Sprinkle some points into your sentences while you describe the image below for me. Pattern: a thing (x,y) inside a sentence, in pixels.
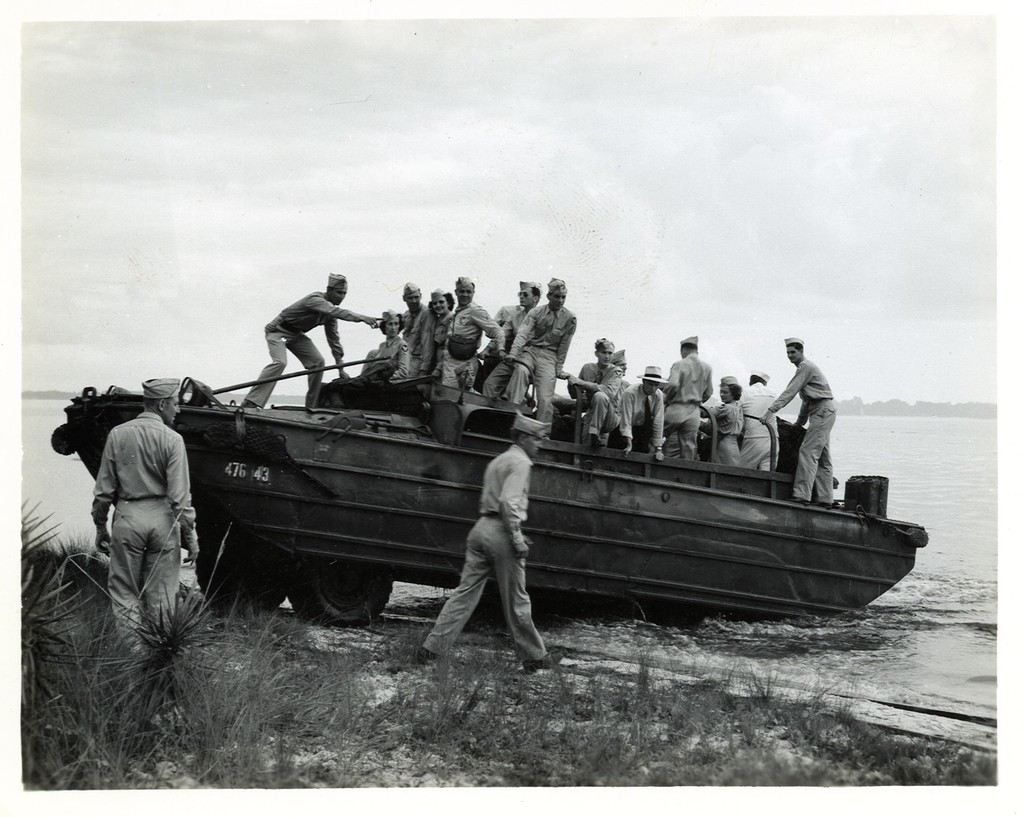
This image consists of a boat (440,497) in which there are many people (484,318). At the bottom (113,586), there are two men (110,549) walking. And there is a grass (557,680). To the right (957,544), there is water (940,448). At the top (530,155), there are clouds (459,163) in the sky (465,180).
